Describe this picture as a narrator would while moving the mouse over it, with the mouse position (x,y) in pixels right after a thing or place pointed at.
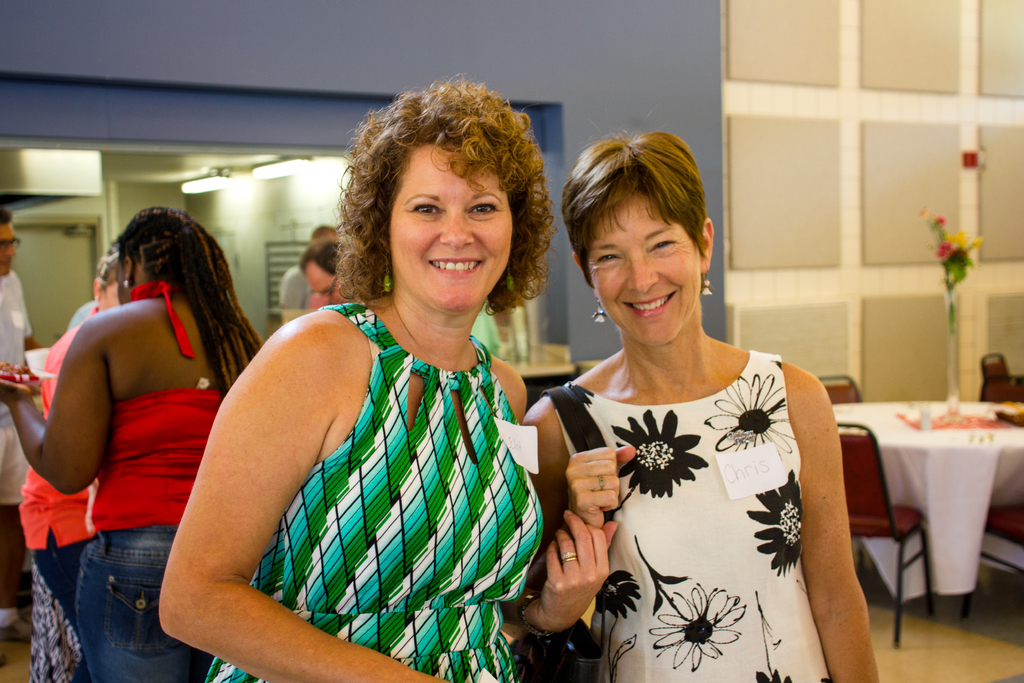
In the image there are two women (640,421) stood in front (456,268) and smiling and back side there are few other humans (152,393) and on right side (984,459) is a table (973,447) with chairs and a flower vase (954,402) on it.
